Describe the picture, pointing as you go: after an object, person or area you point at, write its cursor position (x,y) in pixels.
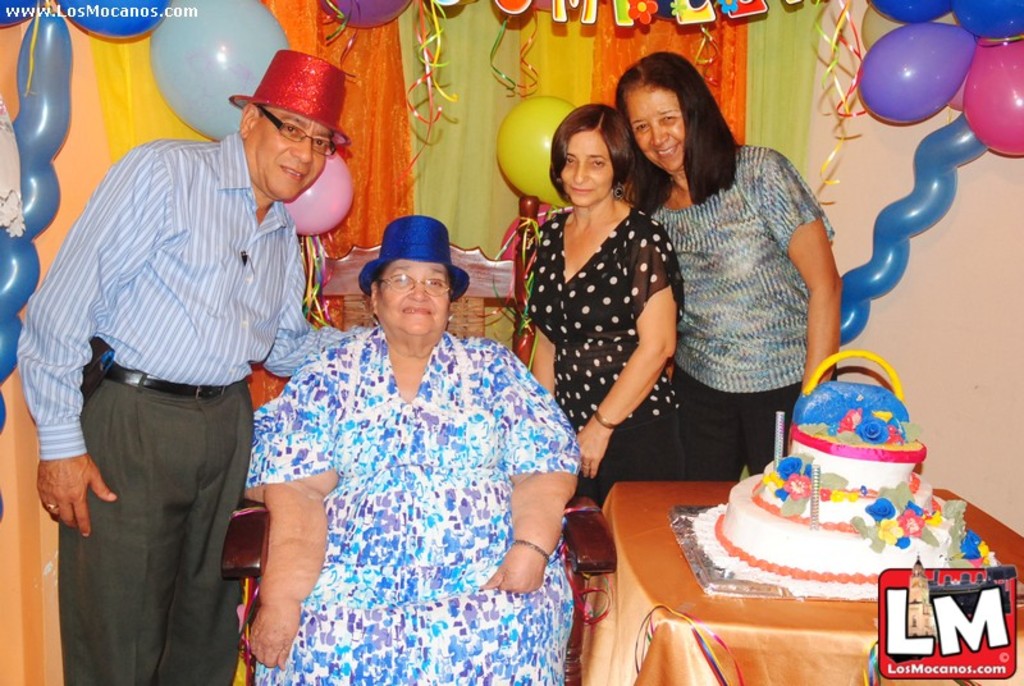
In this image we can see persons (359,468) sitting on the chair (520,295) and standing on the floor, cake (743,551) on the table (631,507) and decors (206,133) to the curtain (122,86) and wall (943,227) in the background (381,211).
